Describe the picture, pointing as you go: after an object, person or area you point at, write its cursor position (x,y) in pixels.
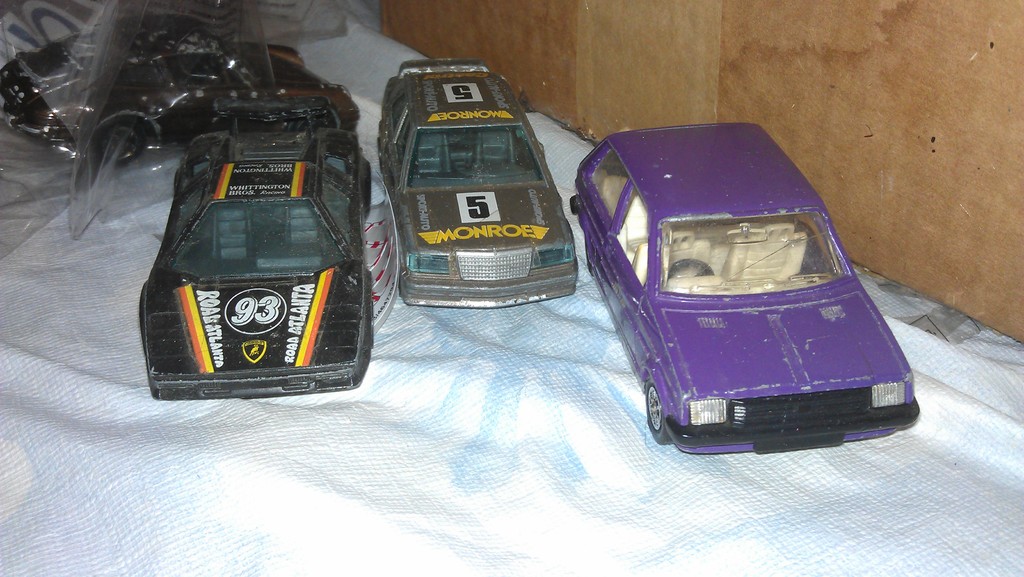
In this image there are three cars (402,292) one beside the other on the mat (466,483). On the right side (788,128) there is a wall (756,111). In the background (184,74) there is a cover (170,103) on the toy car (277,82).
